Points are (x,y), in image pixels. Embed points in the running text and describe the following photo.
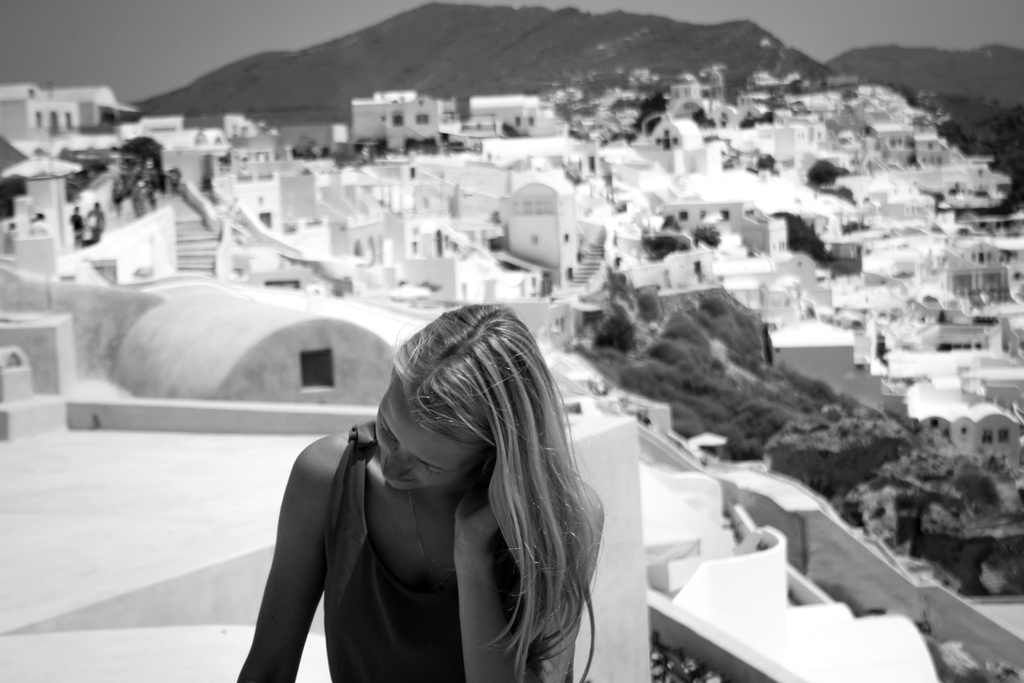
This is a black and white picture. Here we can see a woman (411,648), trees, and buildings (217,321). There are few persons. In the background (344,97) we can see a mountain (774,47) and sky (248,13).
